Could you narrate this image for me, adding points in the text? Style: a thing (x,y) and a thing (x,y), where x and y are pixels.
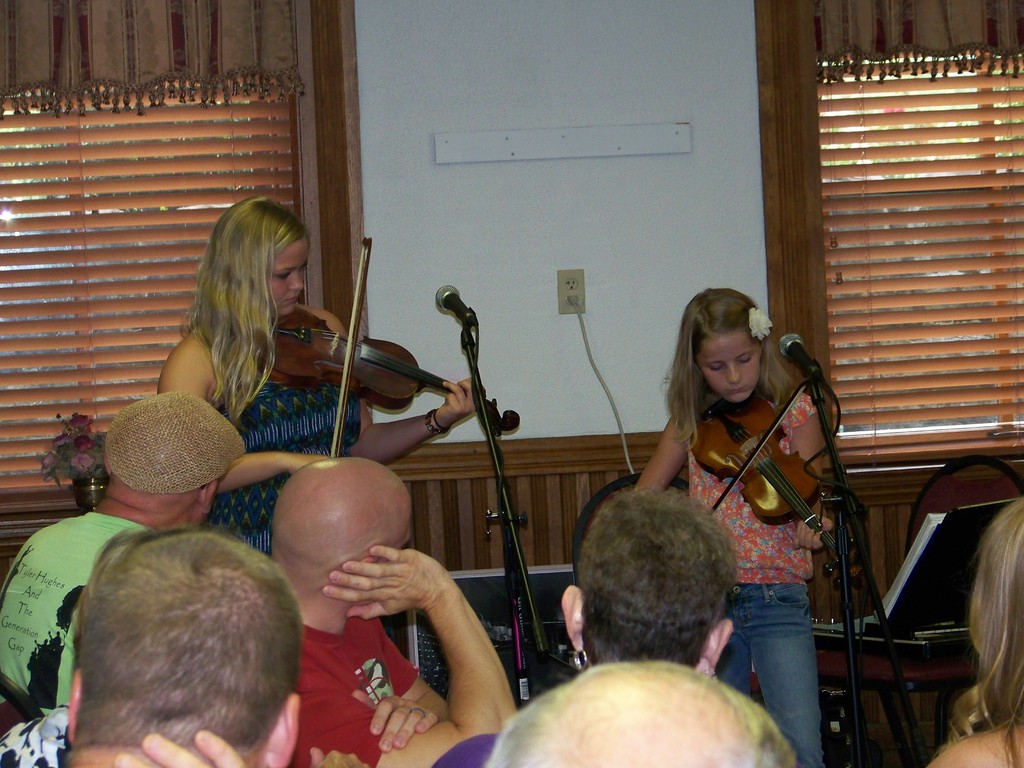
These two girls (665,435) are playing violin (365,354) in-front of mic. This is window (122,114) with curtain (124,80). These are audience (129,606). A flower vase (95,454). On a chair (962,684) there is a box (904,653).
